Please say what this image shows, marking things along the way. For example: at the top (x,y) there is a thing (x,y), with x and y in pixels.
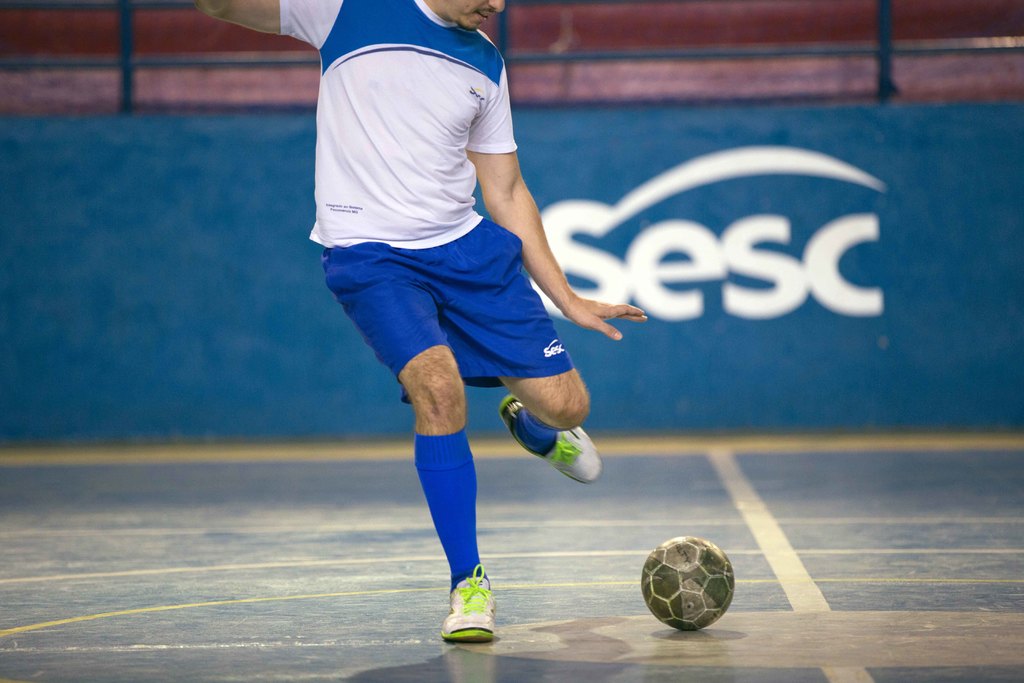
In the picture there is a man (405,375) standing on the ground (746,575) and he is about to kick the ball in front of him and behind him there is a blue color wall (964,208).
